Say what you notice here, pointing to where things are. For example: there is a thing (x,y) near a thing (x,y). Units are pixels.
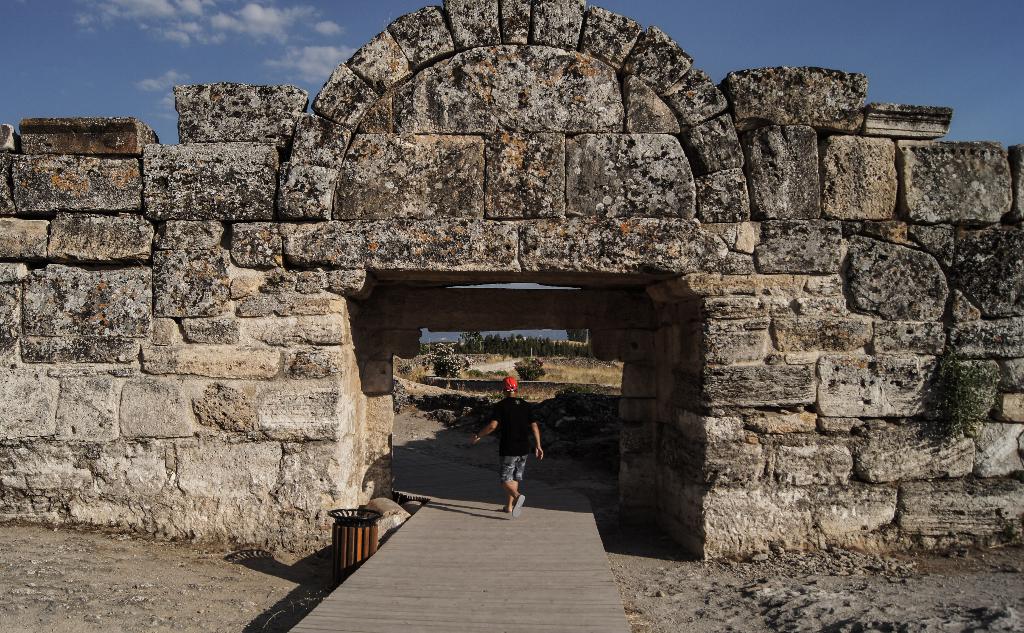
In this image, we can see a stone wall (378,405). In the middle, we can see a walkway (491,560). Here a person (510,495) is walking. At the bottom (345,538), we can see an object (363,542). Background (580,341) there are so many trees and plants (448,368). Top of the image (744,24), there is a sky (763,25).
